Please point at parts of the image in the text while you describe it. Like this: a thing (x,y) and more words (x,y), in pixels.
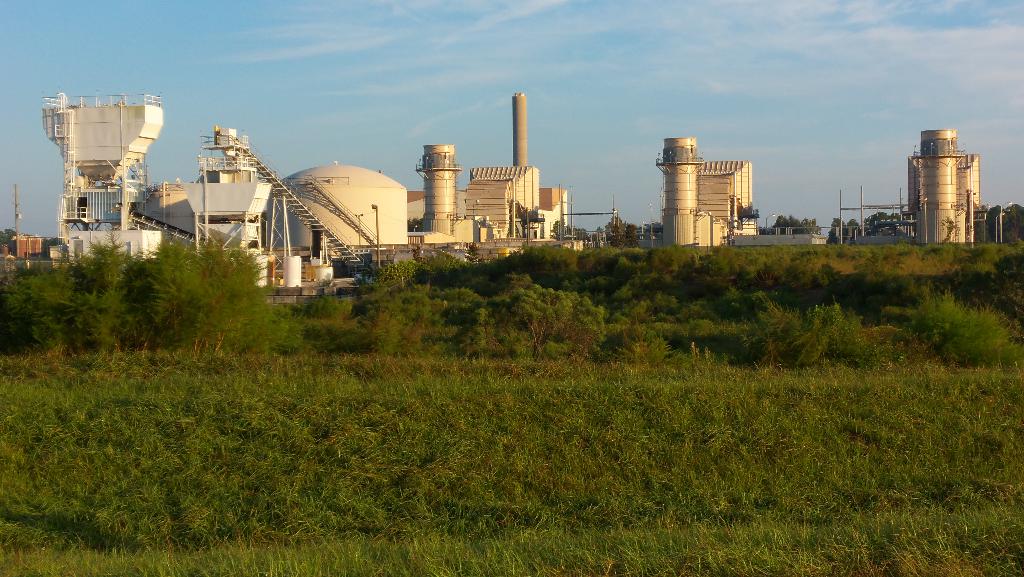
This picture shows factories (266,204) and we see grass (441,454) and trees (419,308) and we see a blue cloudy sky (746,56).
